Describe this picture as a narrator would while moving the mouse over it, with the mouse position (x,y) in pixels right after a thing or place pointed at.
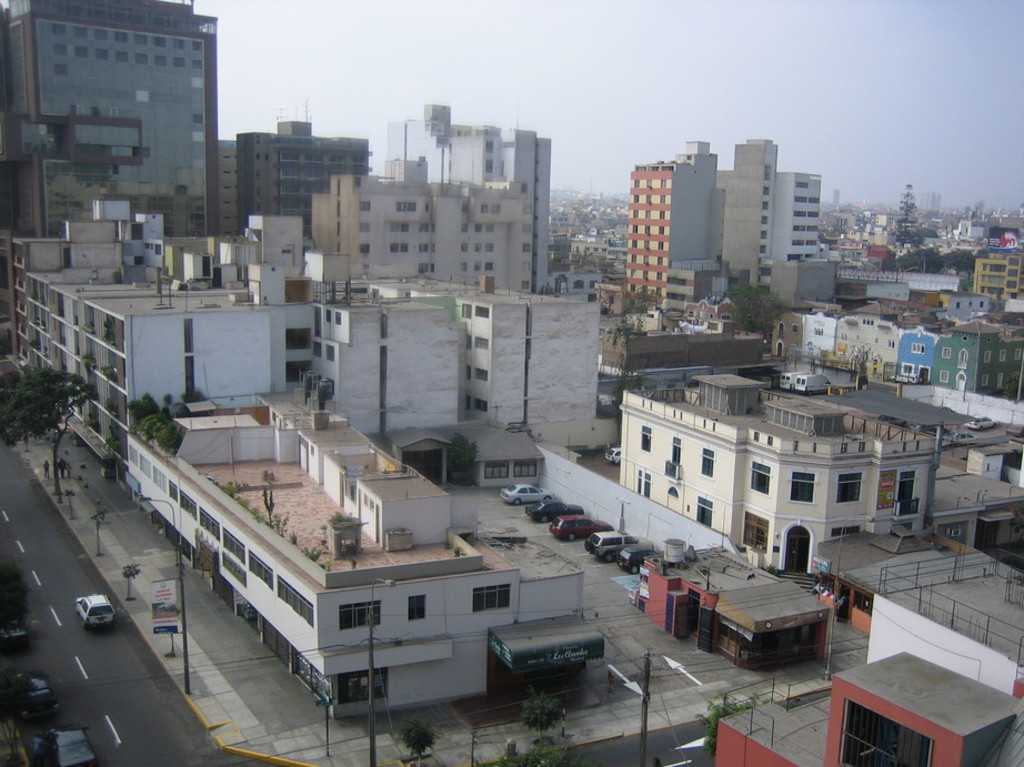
This is the picture of a city (604,530). In this image there are buildings (181,453) and there are vehicles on the road (104,714) and there are trees (526,754) and poles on the footpath (331,742). On the left side of the image (63,469) there are two persons (63,469) walking on the footpath (52,476). At the top (572,125) there is sky (654,100). At the bottom (110,754) there is a road (110,754).
